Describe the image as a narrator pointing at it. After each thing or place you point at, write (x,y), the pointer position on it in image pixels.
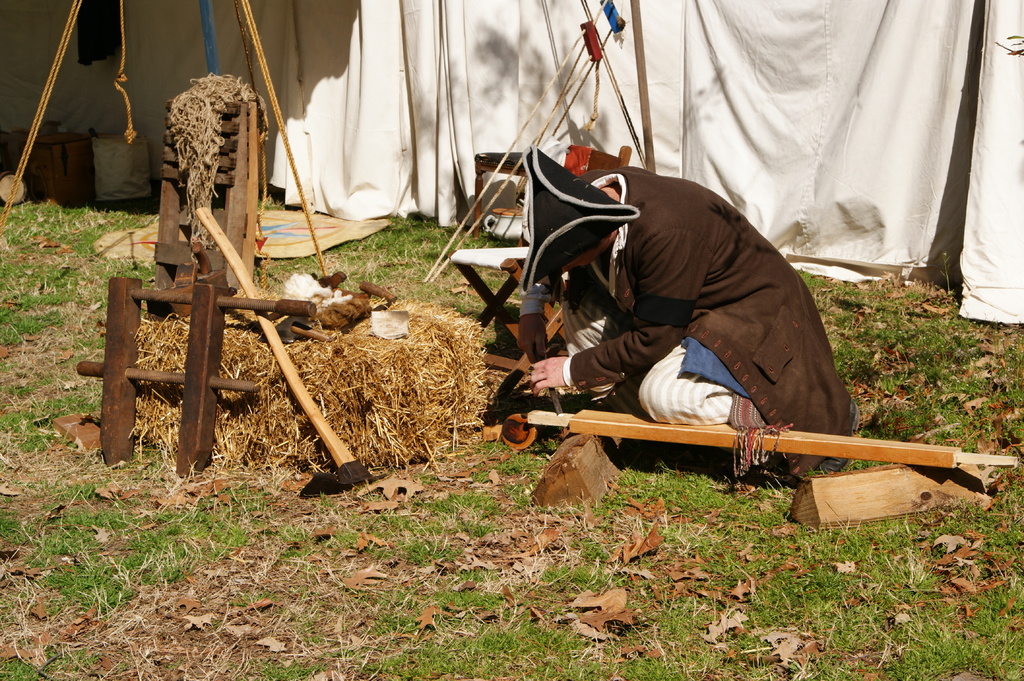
A person (702,329) is present wearing a brown coat (785,372) and a cap (539,223). There are wood (910,459), rope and a white tent (351,96) at the back (365,112).
